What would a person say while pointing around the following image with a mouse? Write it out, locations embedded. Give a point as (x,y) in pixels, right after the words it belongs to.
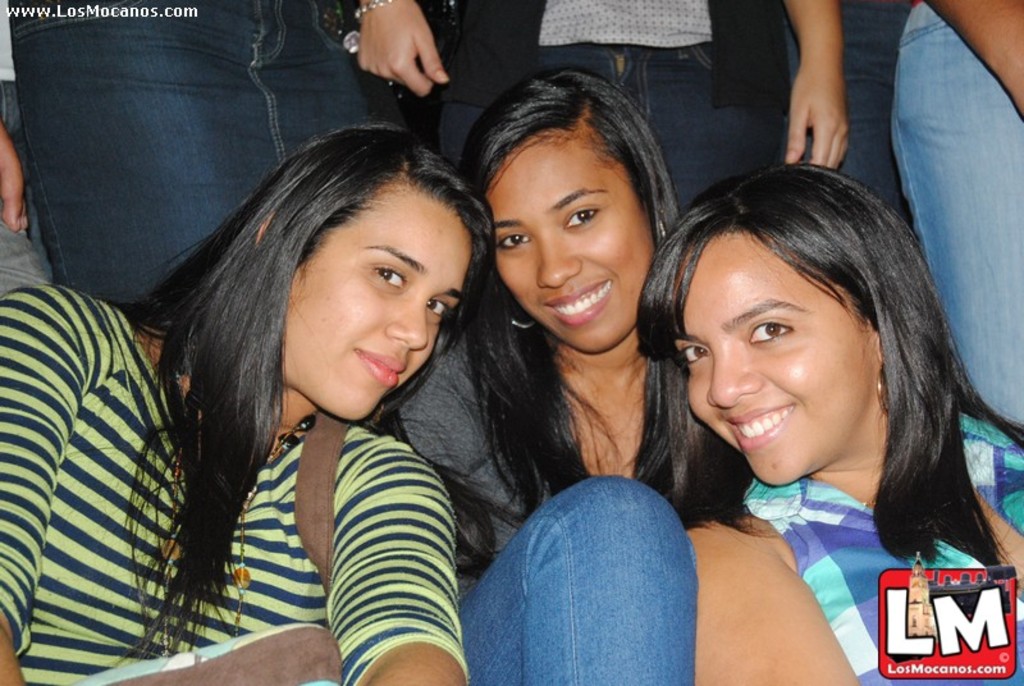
In this picture there are girls (380,285) those who are sitting in the center of the image (407,261) and there are other people (419,81) at the top side of the image (289,86).
